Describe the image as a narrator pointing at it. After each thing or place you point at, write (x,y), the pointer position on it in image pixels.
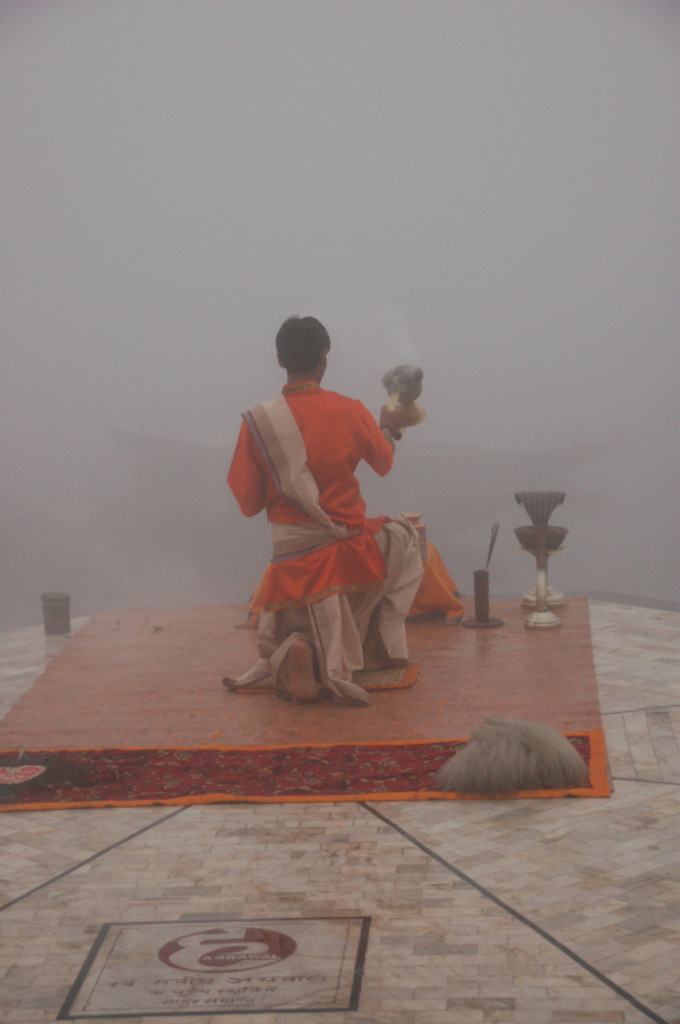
In this image I can see a man (294,657) and few other stuffs (98,745). I can also see he is wearing orange colour dress (307,458). Here I can see something is written.
